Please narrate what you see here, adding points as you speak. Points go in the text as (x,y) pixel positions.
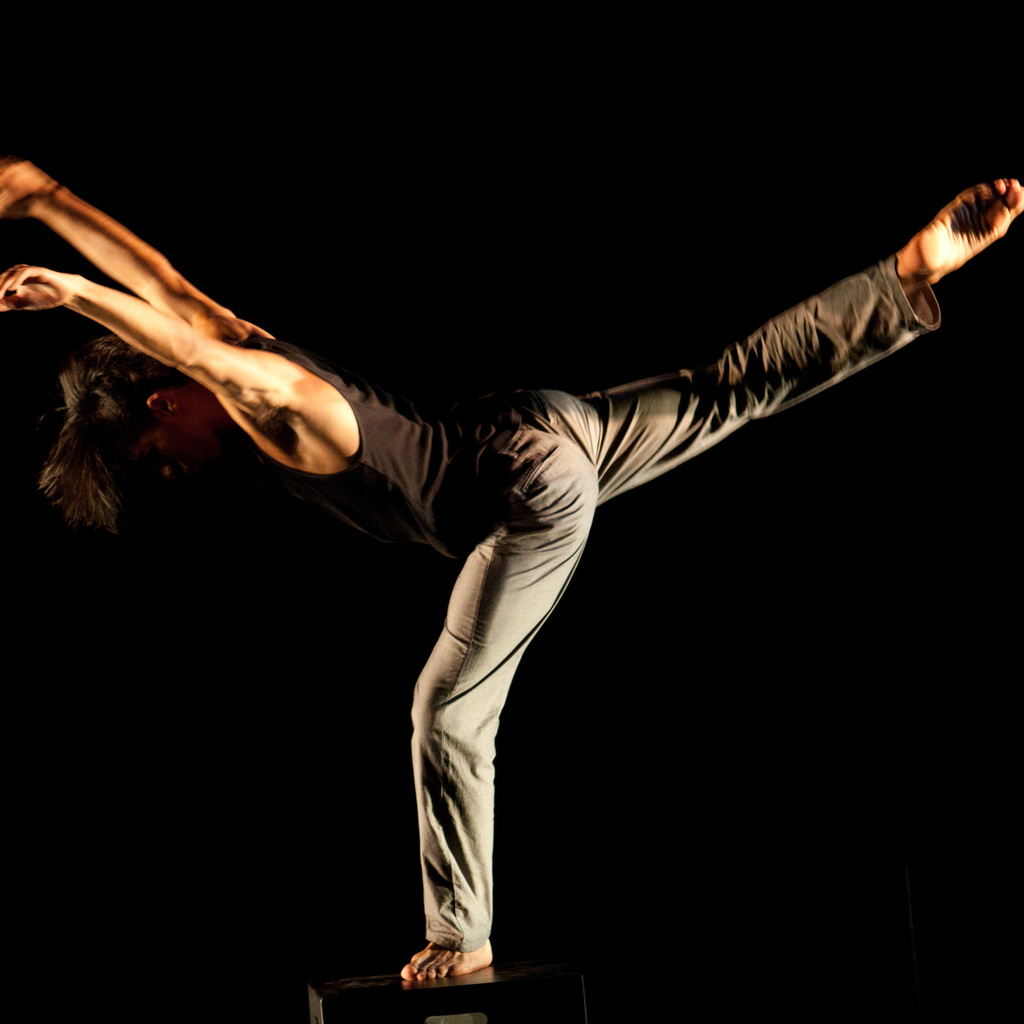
In this image there is a person (211,304) standing on the box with one leg (447,891).
